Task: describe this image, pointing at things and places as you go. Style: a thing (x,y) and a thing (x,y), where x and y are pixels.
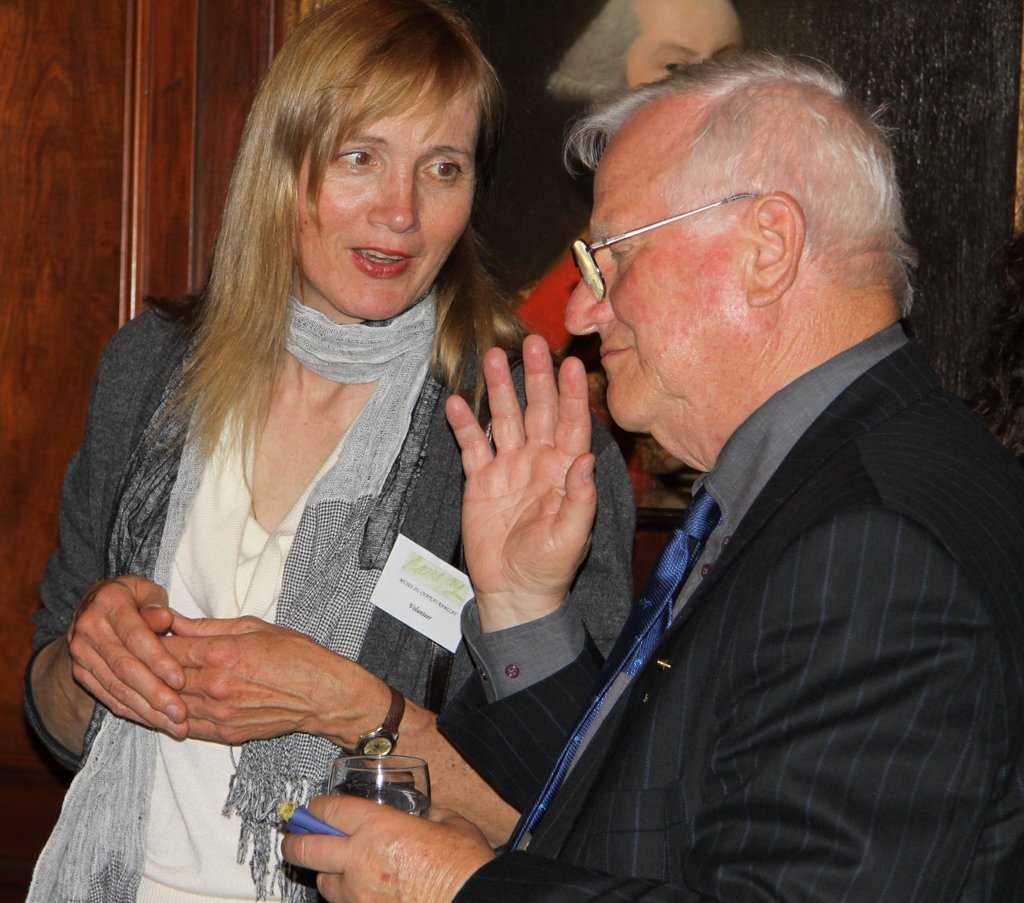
In this image I see a man (530,615) and a woman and I see that this man (961,639) is wearing a suit (1013,849) and I see that he is holding a glass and a blue color thing (332,834) in his hand (355,815) and I see that this woman (322,427) is wearing white and grey color dress (116,516) and I see a scarf (400,426) on the neck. In the background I see the painting (921,42) and I see the brown color wall (158,240).
